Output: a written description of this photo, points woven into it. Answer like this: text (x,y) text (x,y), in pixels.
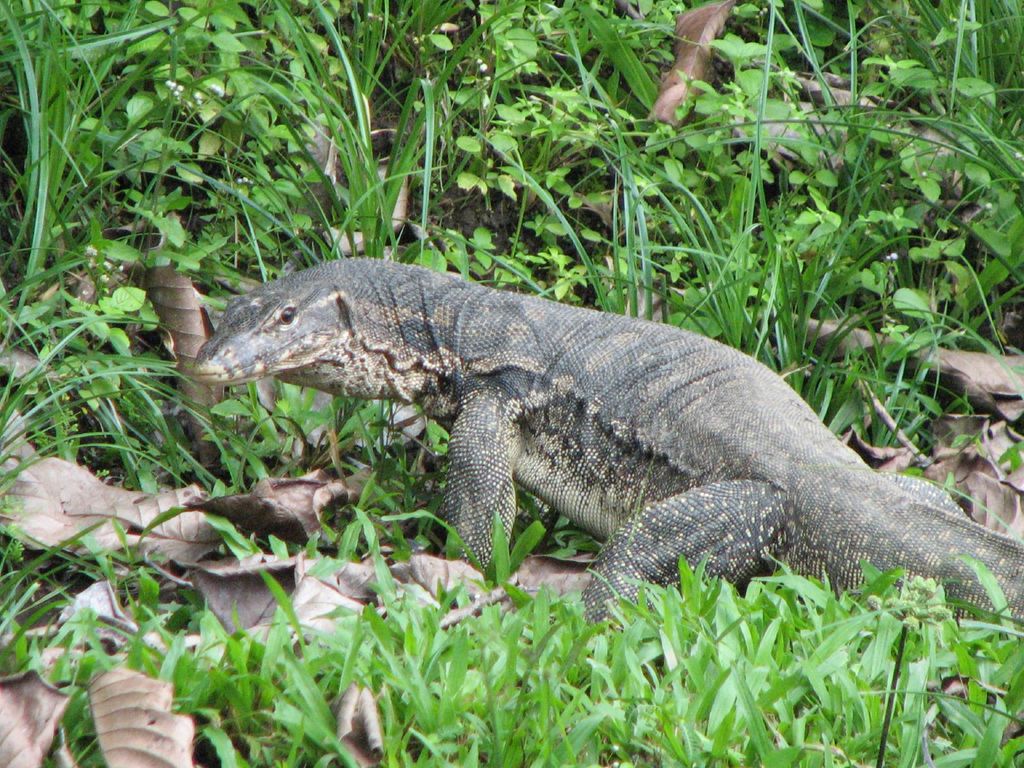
In this image, we can see a monitor lizard (569,465). Here we can see few plants (939,615) and grass (881,704).
